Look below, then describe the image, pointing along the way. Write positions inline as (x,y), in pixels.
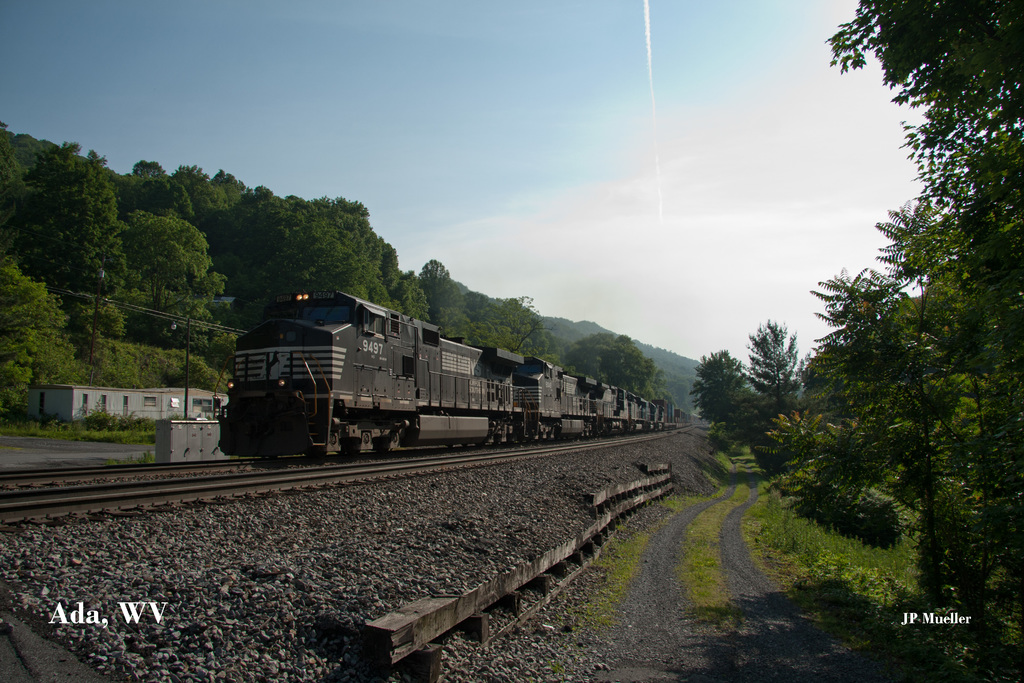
In the background (582,139) we can see the sky (795,192). In this picture we can see the trees (787,391), plants (906,603), grass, stones (414,531) and railing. On the left side of the picture (88,404) we can see a train (334,449), shed (143,404), train track (238,467). At the bottom portion of the picture (68,613) there is something written.
